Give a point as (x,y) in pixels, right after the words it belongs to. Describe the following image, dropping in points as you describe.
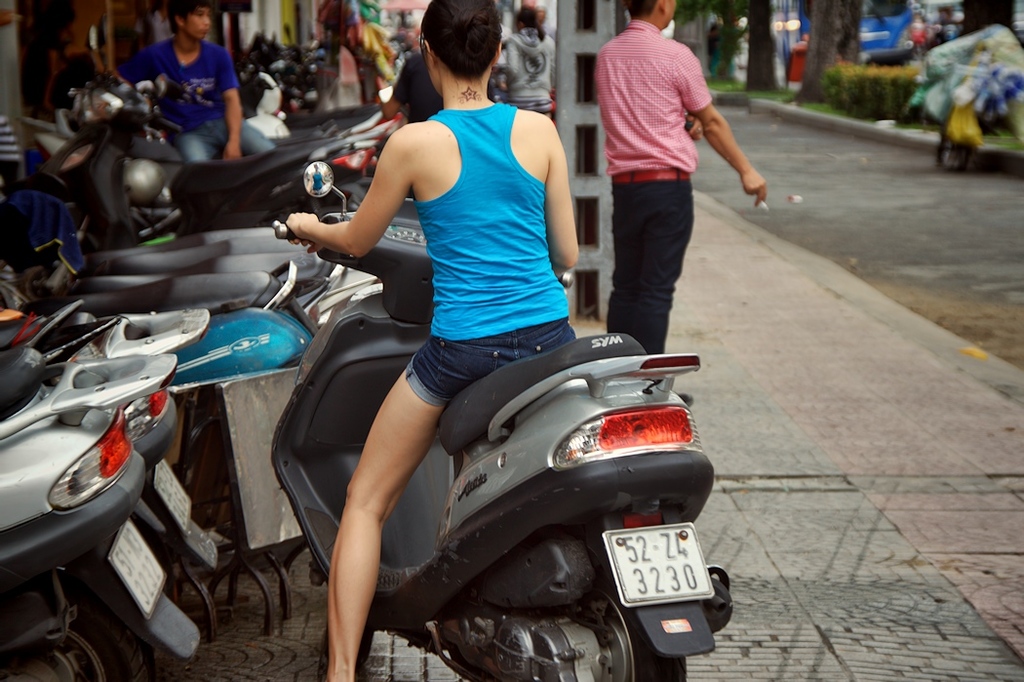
In this picture we can see women (478,20) on the bike (497,548). These are the bikes (259,258). And there is a man (203,131) sitting on the bike (171,122). Here we can see a person (659,296) standing on the road (943,305). This is the road (916,225) and these are the plants (907,115).
